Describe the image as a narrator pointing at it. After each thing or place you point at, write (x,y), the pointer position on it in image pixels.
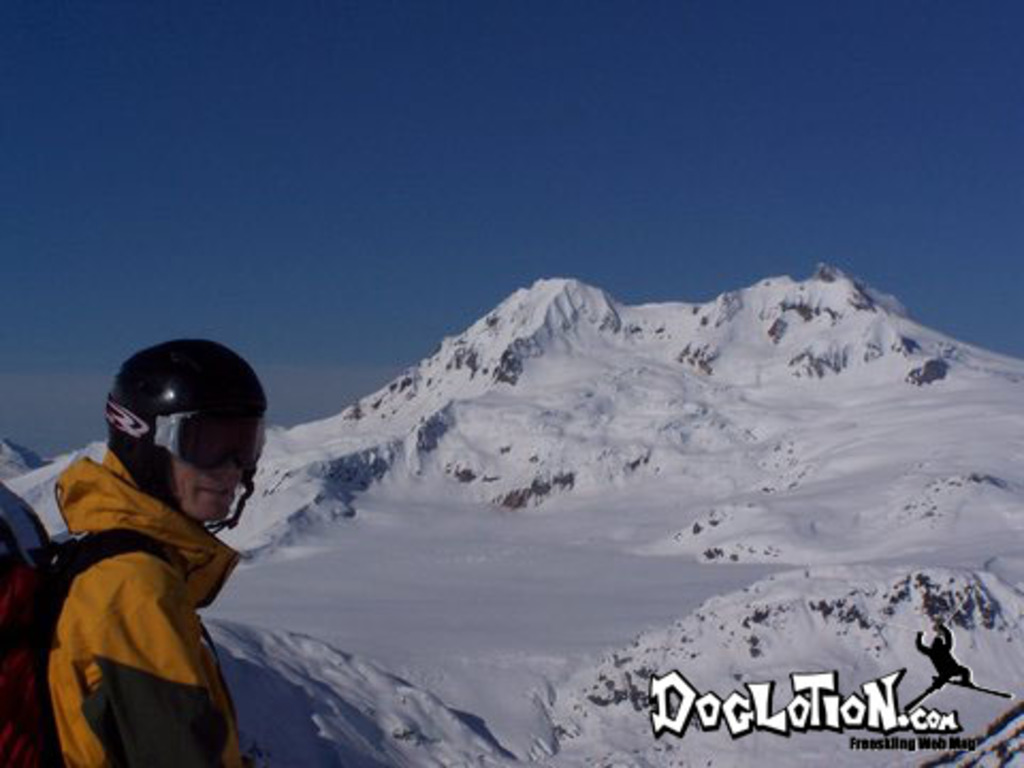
In this picture we can see a person (96,600) in the front (111,592), this person (143,585) wore goggles (230,433) and a helmet (215,369), in the background (568,571) we can see snow (567,570), at the right bottom (821,703) there is some text (882,716), this person (139,641) is carrying a backpack (64,589), we can see the sky (307,119) at the top of the picture (307,119).
